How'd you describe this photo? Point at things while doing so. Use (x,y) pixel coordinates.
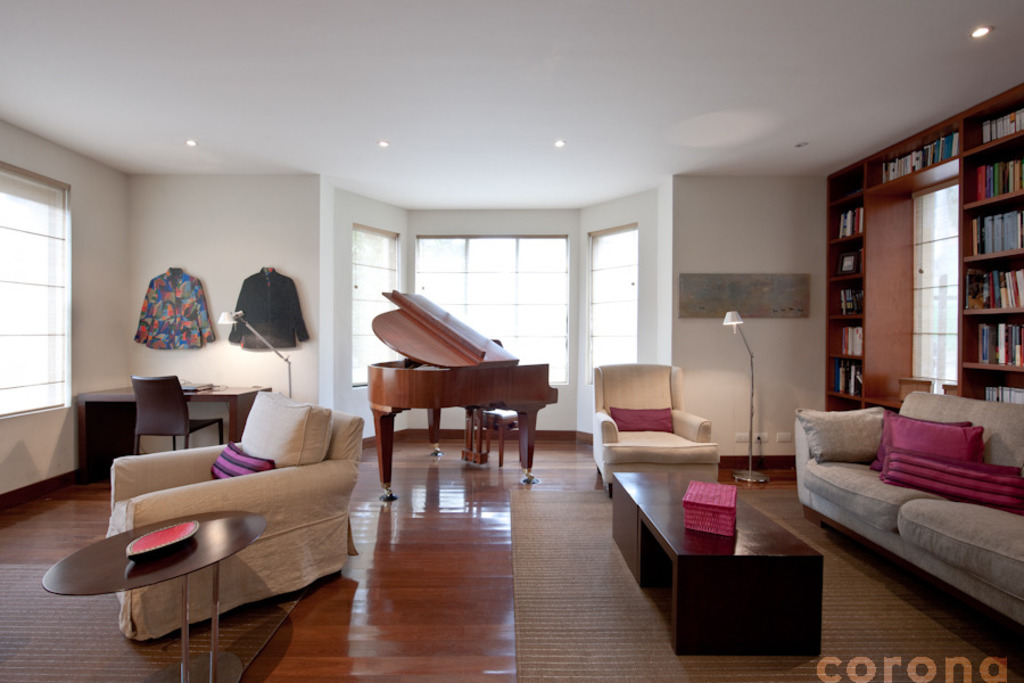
In the middle of the image (430,385) there is a piano (530,395). Behind the piano (496,406) there is a chair (503,423). Behind the chair (502,418) there is a window (491,287). At the top of the image (965,33) there is a roof (972,26). Top right side of the image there is a light (982,30). Right corner of the image (1012,274) there is a bookshelf (873,183). Bottom right side of the image (851,504) there is a couch (869,492). In the middle of the image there is a table (634,536). Behind the table (634,536) there is a lamp (751,466). Behind the lamp (751,452) there's a wall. Bottom left side of the image (236,551) there is a table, Behind the table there is a chair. Behind the chair (194,510) there is a shirt (203,344) hanging on the wall (244,216). Left side of the image (35,203) there is a window (37,183).
